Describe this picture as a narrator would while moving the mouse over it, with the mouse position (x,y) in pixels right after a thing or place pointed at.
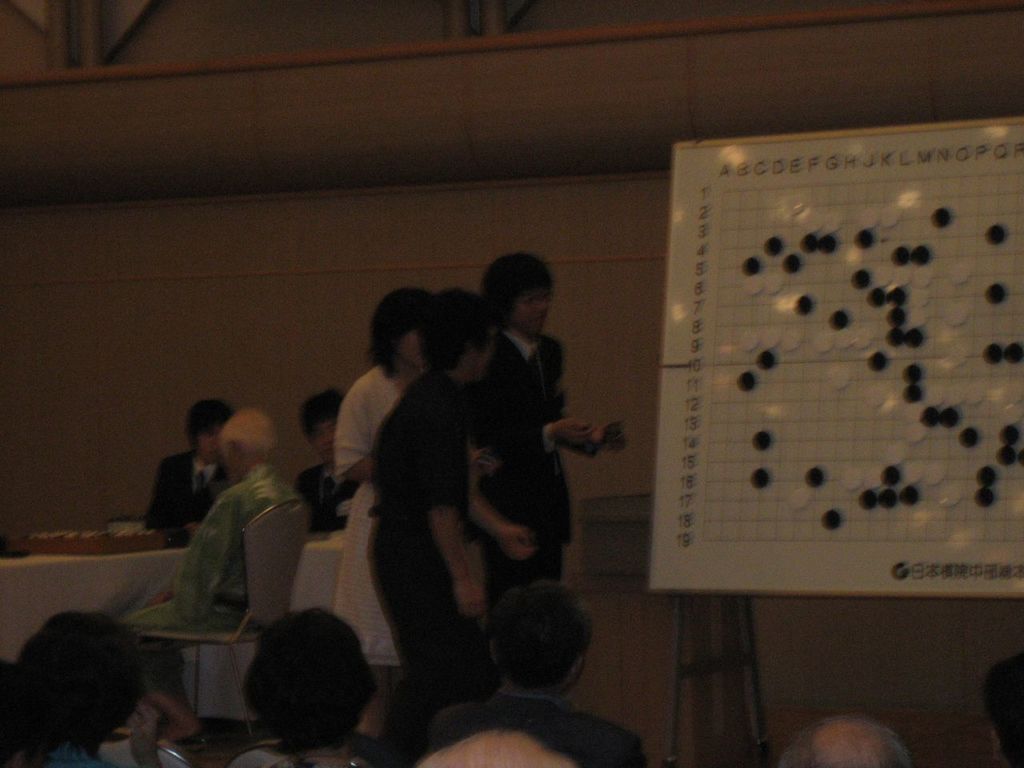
In this image we can see some people (397,526), chairs (290,543), board (953,441) and we can also see some objects (1006,438) on the board (791,369).
